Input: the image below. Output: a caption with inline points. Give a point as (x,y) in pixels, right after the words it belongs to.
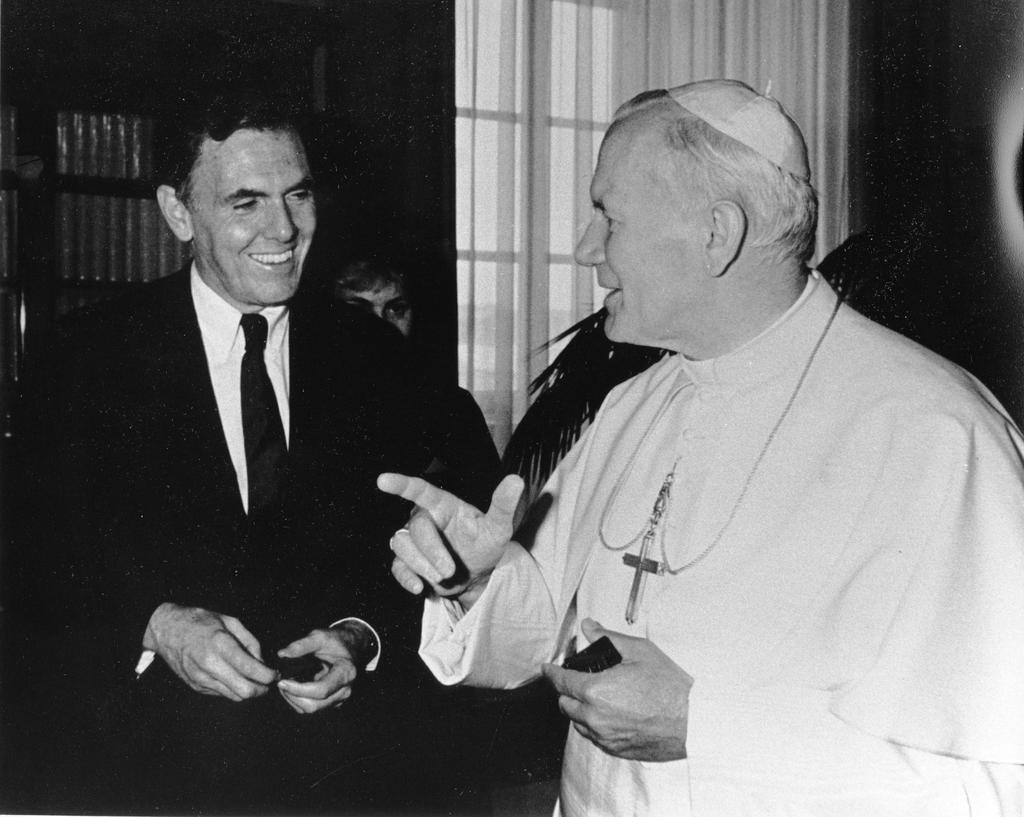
This 2 persons (624,213) are highlighted in this picture. This is a black and white picture. This man (744,490) wore cross symbol locket (636,567). This 2 persons (601,520) are talking with each other, as there is a movement in his hands (420,506). This man (300,491) smiles.
